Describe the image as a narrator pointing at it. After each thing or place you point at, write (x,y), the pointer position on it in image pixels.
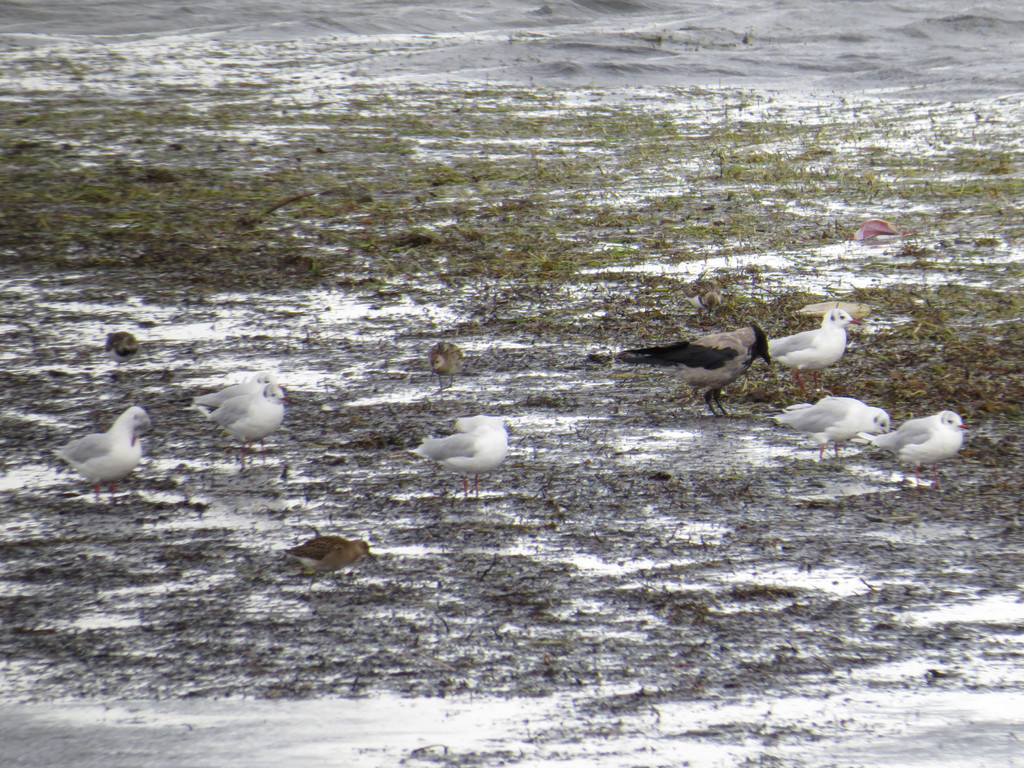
In this image there are birds (759,355) and grass (601,219).
